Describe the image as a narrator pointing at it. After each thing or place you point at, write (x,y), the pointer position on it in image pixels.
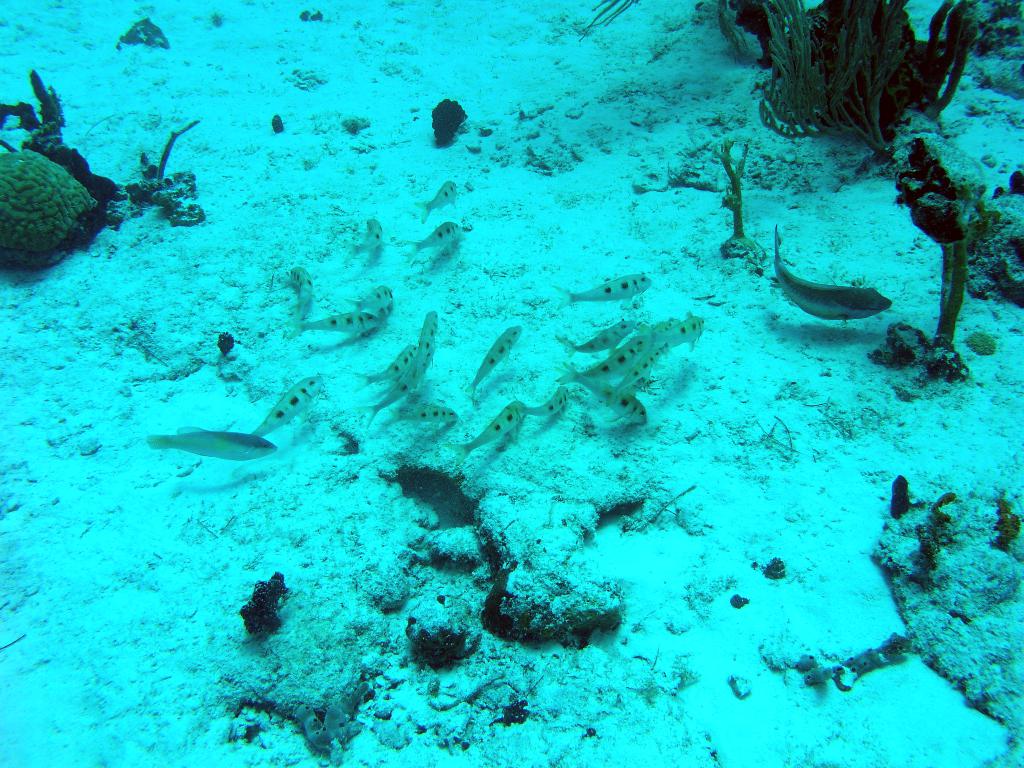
Here in this picture we can see under water picture, in which we can see fishes (840,299) present and we can see some stones (45,218) present on the ground (761,137) and we can also see plants (800,95) present.
